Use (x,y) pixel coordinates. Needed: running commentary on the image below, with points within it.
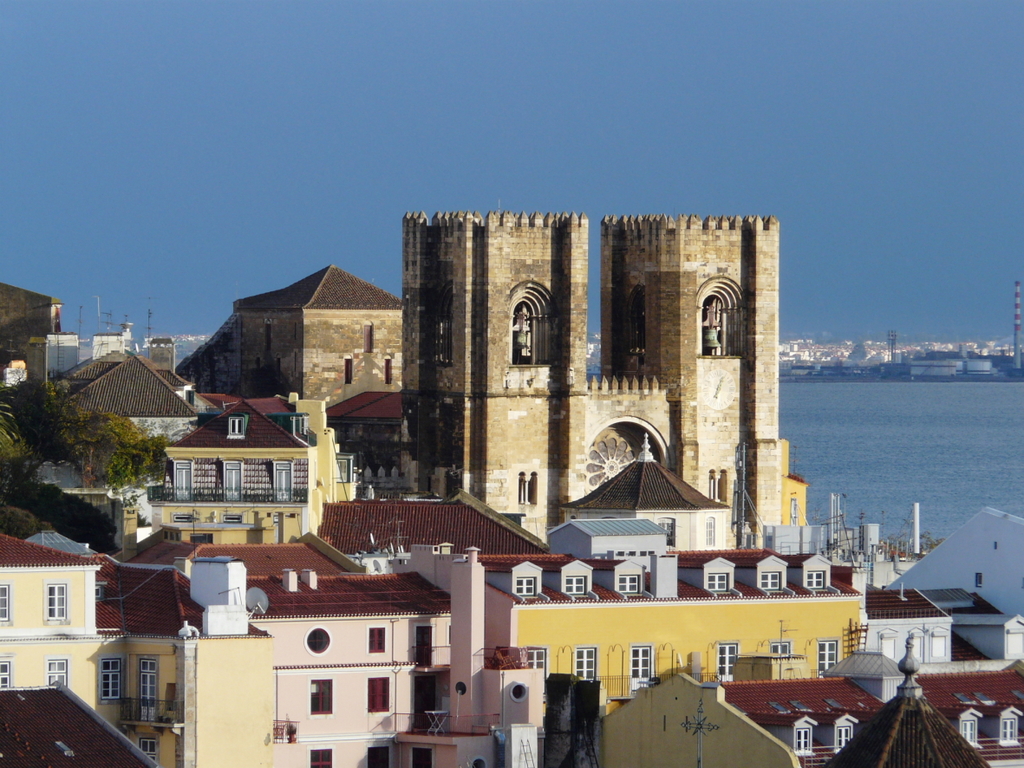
In this image I can see number of buildings (489,425) in the front (485,430). On the right side of this image (880,445) I can see water (806,393) and on the left side (58,437) I can see a tree (75,436). I can also see the sky (557,100) in the background (446,135).
